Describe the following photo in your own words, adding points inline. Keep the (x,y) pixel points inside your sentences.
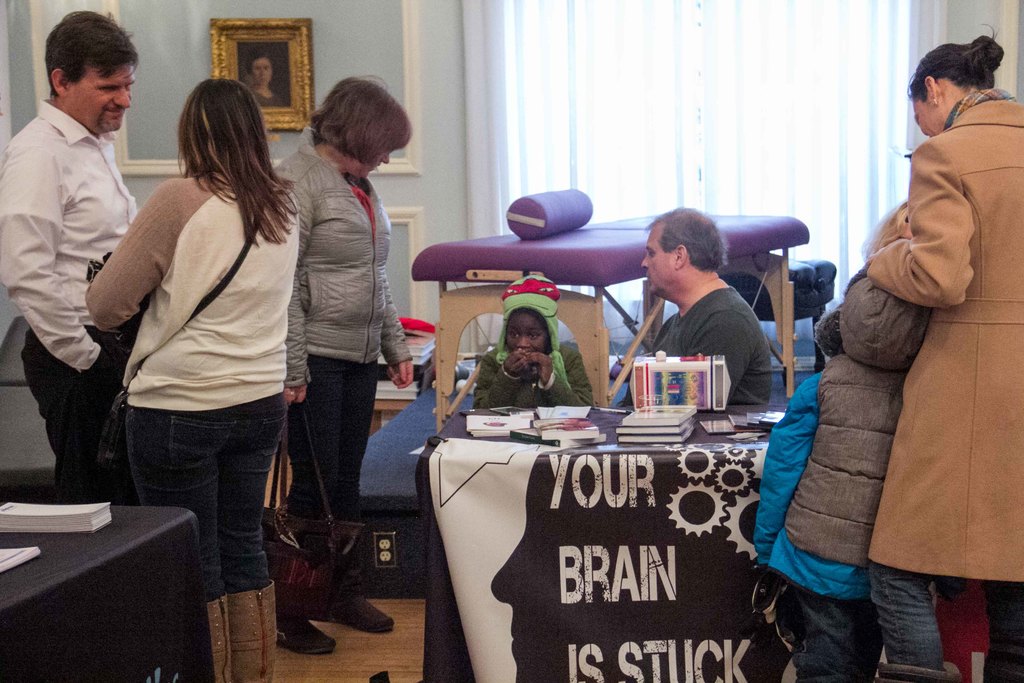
Few persons (885,504) are standing. These two persons (668,324) are sitting. We can see tables (566,489) on the table (530,504) there are books (507,425) and things (669,380). On the background (407,21) we can see wall (366,18), frame (229,27), curtain (602,59).
